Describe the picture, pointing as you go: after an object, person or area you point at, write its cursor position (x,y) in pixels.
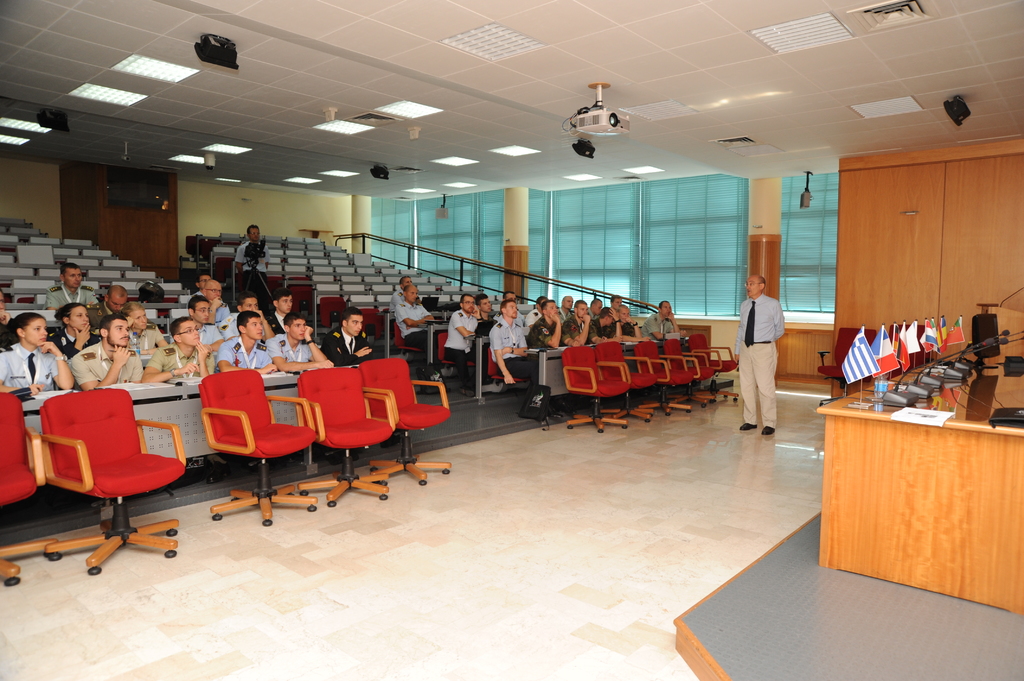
This picture describes about group of people (400,299), few are sitting on the chairs (637,348) and few are standing, on the right side of the image (938,331) we can see few microphones (902,384), flags (947,333), a bottle (882,388) and other things (902,414) on the table (926,402), in the background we can see a camera (254,244) and window blinds (600,226), at the top of the image (594,126) we can find few lights (144,67) and a projector (594,126).
